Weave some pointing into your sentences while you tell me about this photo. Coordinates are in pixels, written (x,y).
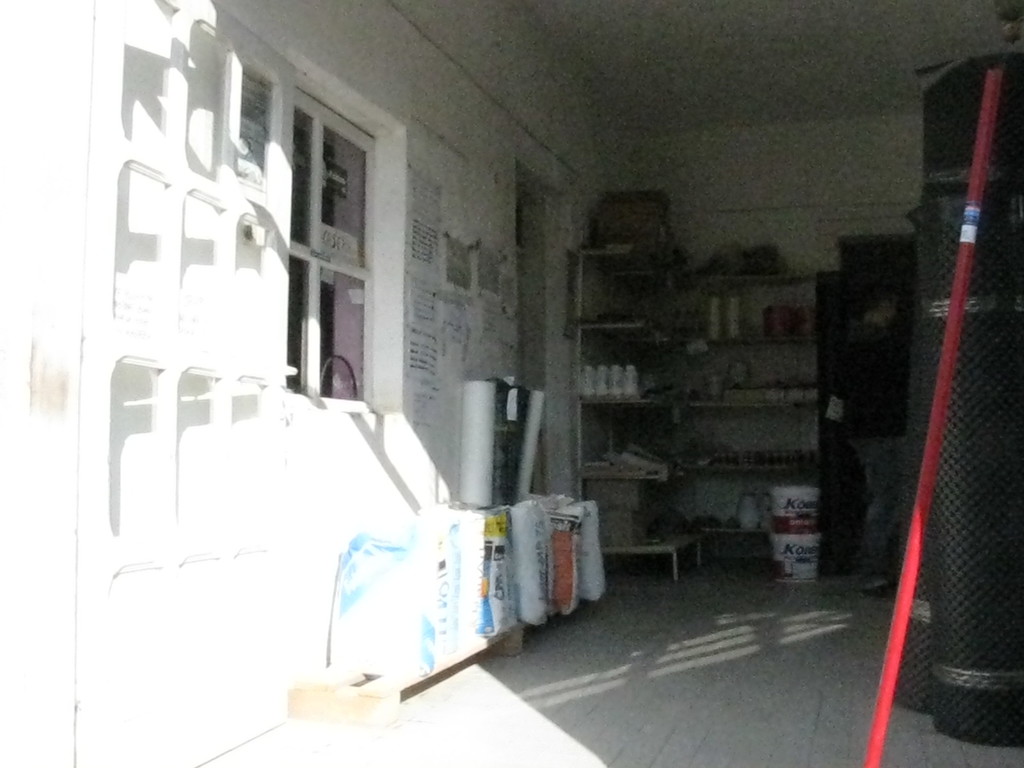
This picture seems to be clicked inside. On the right (967,210) there is a red color rod (932,452) and we can see there are some objects (540,580) placed on the ground (767,613) and there is a cabinet (697,370) containing some items (743,455). At the top (689,45) there is a roof (695,99). In the background (599,177) we can see the wall (591,200). On the left (340,187) we can see the window (307,254) and some papers (486,302) are attached to the wall (502,353).
